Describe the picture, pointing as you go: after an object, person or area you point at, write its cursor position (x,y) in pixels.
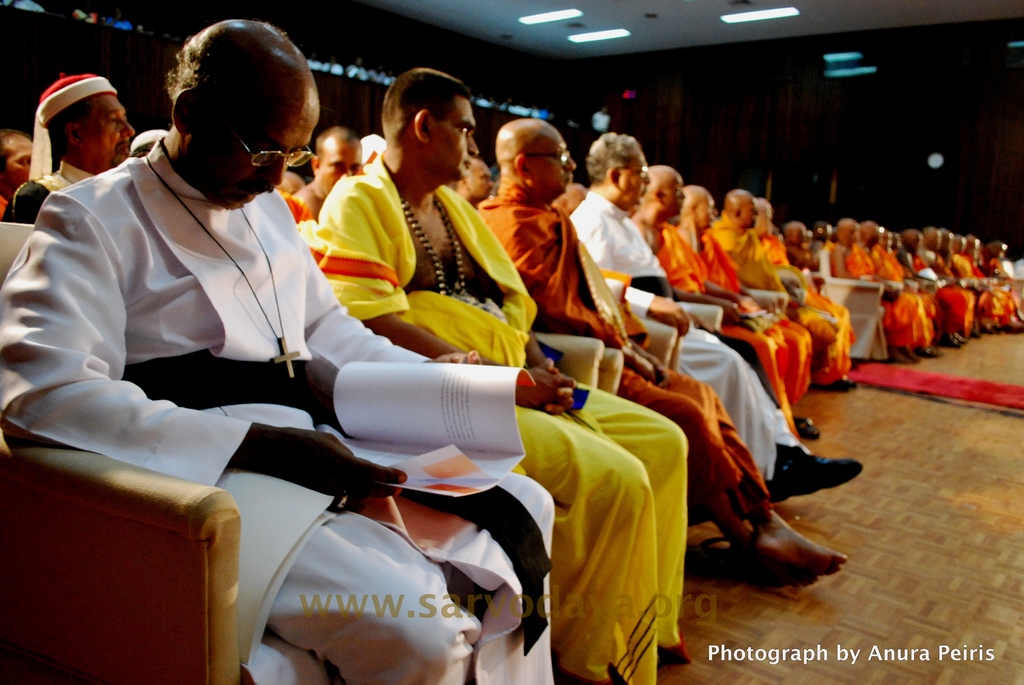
In this image I can see a group of people (553,323) are sitting on the sofa chairs (606,361) and looking at the right side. At the top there are ceiling lights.
